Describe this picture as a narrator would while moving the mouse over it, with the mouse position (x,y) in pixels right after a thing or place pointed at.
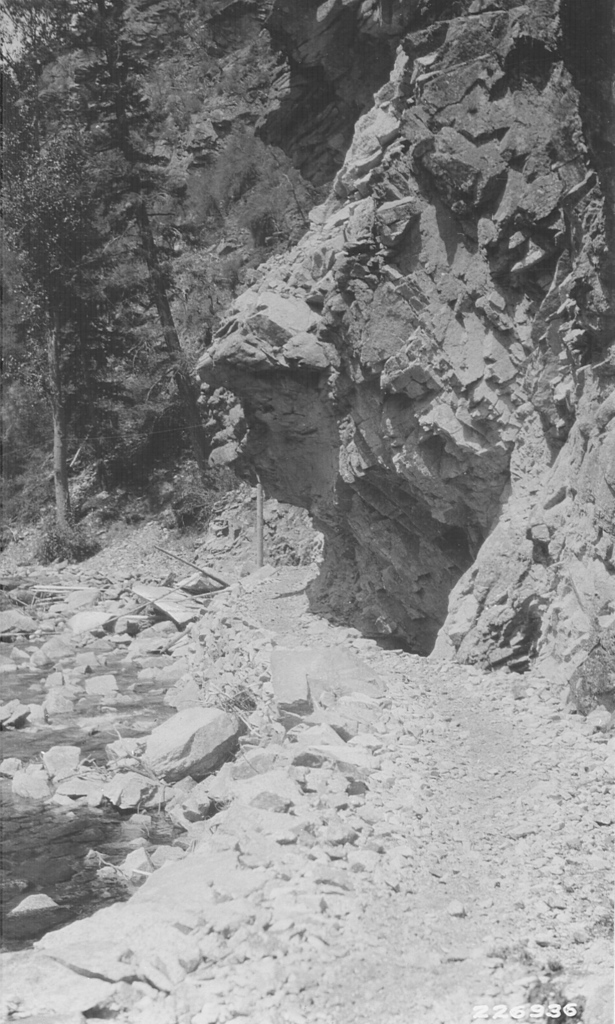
In this image we can see rocks (227,614) and trees (46,175). There is some text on the right side of the image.
